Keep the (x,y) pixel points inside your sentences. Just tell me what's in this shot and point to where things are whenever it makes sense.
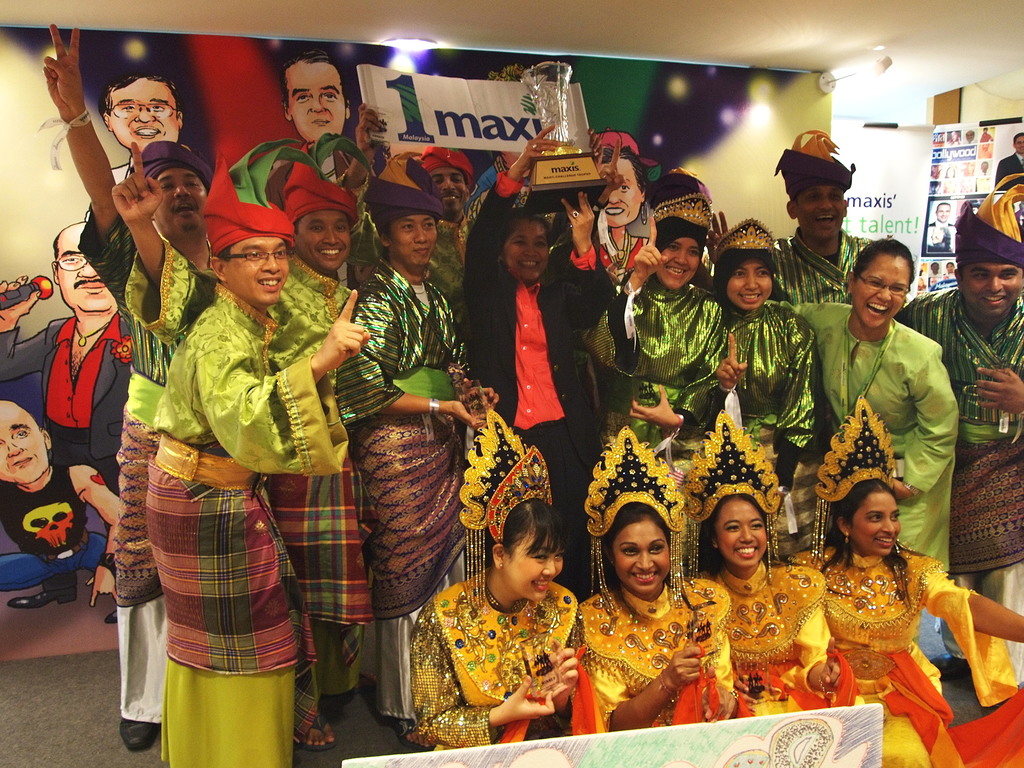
In this picture I can see few people (707,330) are standing and I can see few boards (904,213) with some text (427,136) and cartoon pictures (14,329) and I can see a woman (533,238) holding a memento (562,153) in her hand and I can see couple of lights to the ceiling (838,49) and looks like a art (582,749) at the bottom of the picture (703,741).
